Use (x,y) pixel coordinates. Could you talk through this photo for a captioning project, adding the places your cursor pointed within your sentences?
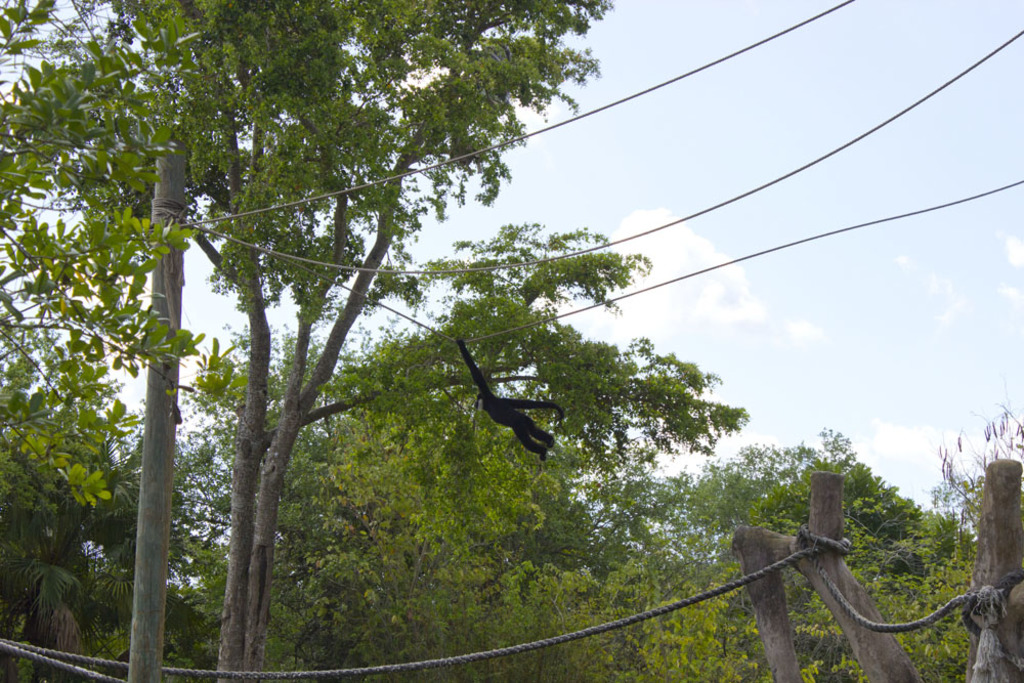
As we can see in the image, there are trees (577,605) all over here. A rope (221,220) is tied to the tree (493,139) and black color monkey (492,412) is hanging to the rope (455,342). On the top (802,88) there is a sky (802,88).
